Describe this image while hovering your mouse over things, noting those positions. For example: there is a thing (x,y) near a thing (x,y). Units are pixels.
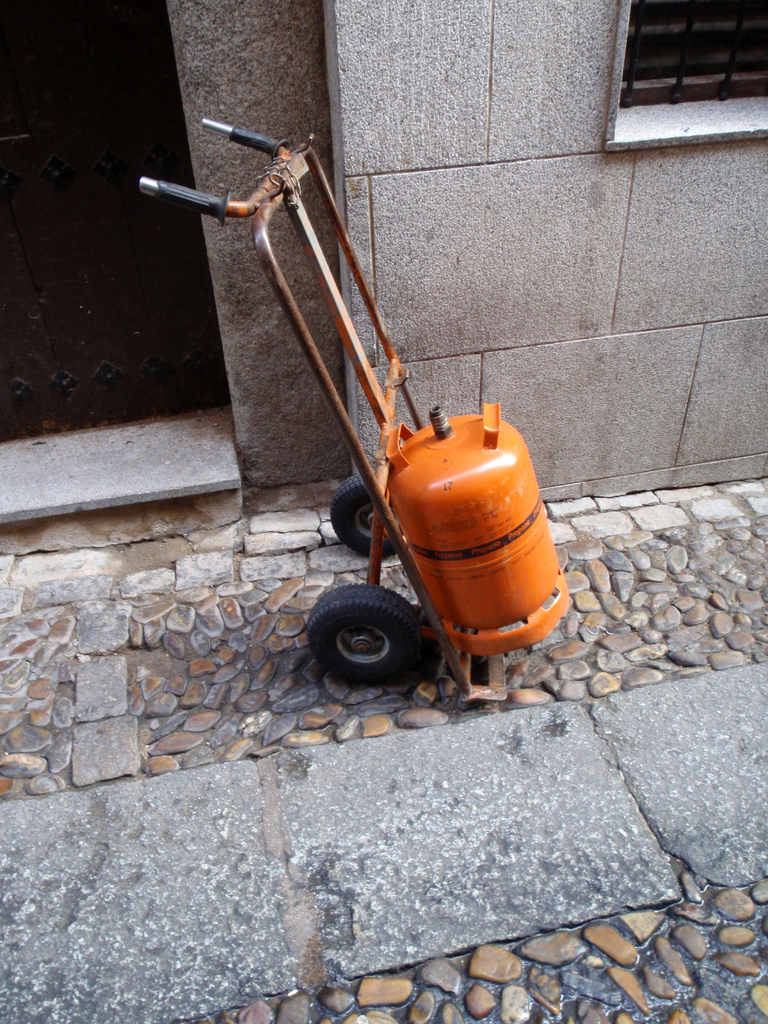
In this image we can see an object (335,656), which looks like a trolley (376,680) and it has an orange colored cylinder (463,650) on it, behind it there is a wall (474,382) which contains a door (58,132) and a window (683,55).
